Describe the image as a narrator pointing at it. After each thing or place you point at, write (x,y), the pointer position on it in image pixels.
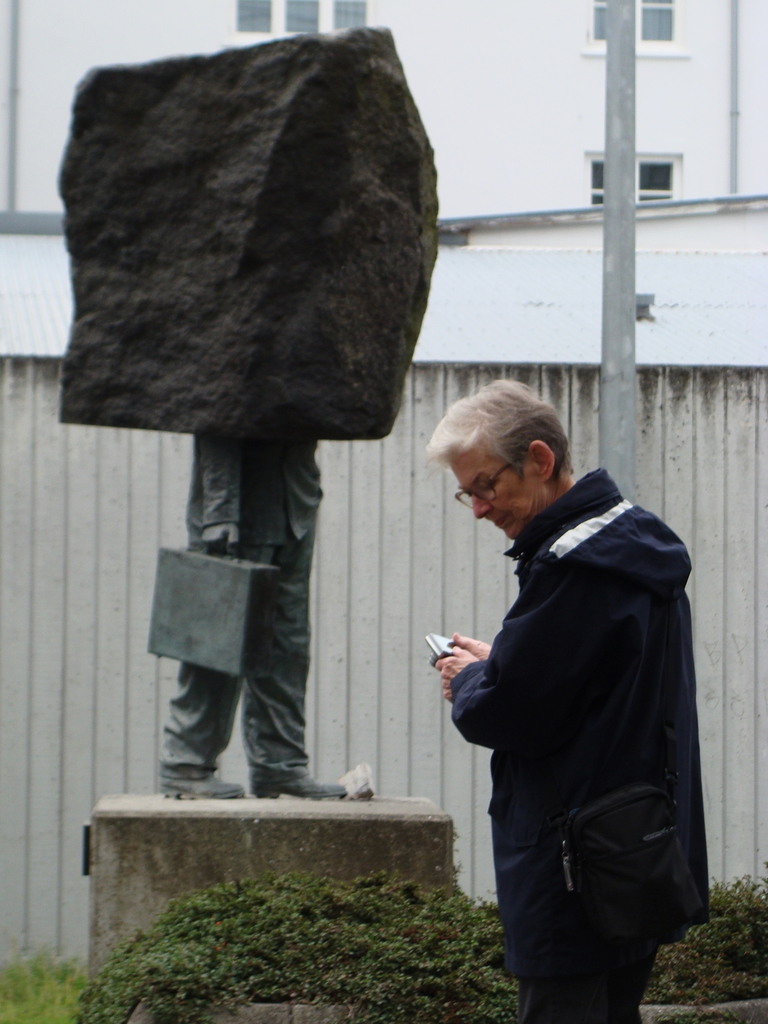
In this image we can see one building (595,145), one statue (312,791), two pipes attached to the building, one object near the statue (197,364), one pole (628,455) near the wall (641,451), some plants (731,948), some grass (71,997) on the ground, one person (539,861) in jacket (539,861) standing and holding one object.
